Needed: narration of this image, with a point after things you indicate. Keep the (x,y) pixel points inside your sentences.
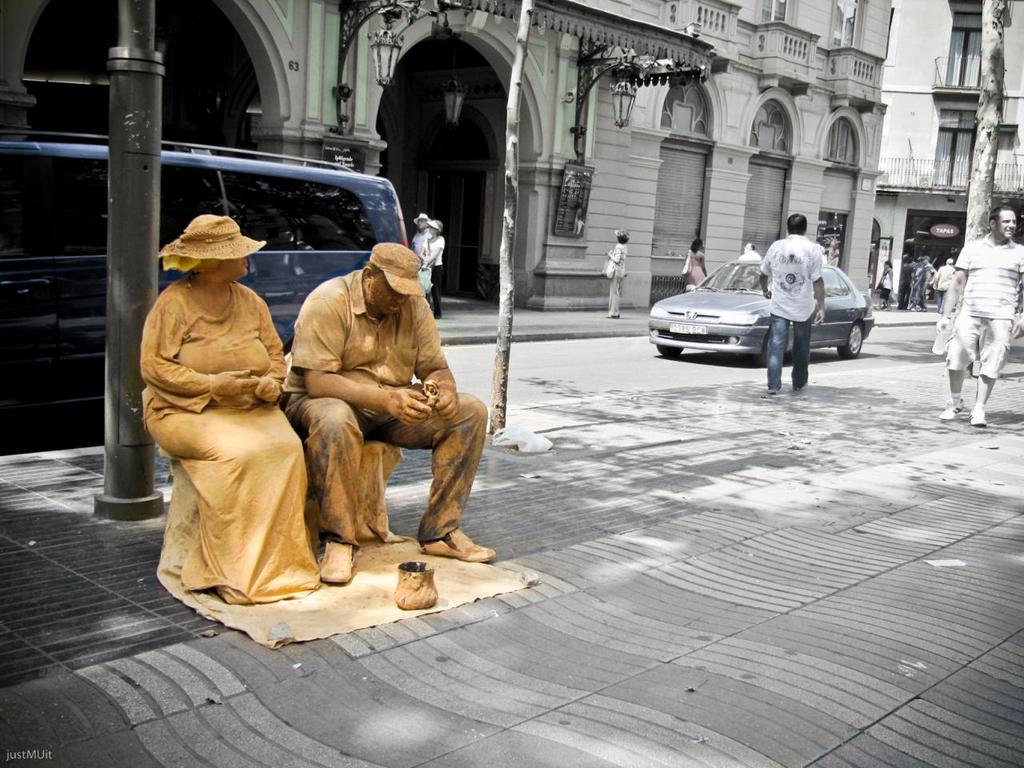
In this Picture I can see two people (290,383) wearing the caps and sitting on the seat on the left side (246,418). I can see the metal pole (119,276) on the left side (137,126). I can see the buildings (628,183) in the background (615,110). I can see a few people (795,276) on the footpath (878,386). I can see the lights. I can see the vehicles (711,277) on the road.
